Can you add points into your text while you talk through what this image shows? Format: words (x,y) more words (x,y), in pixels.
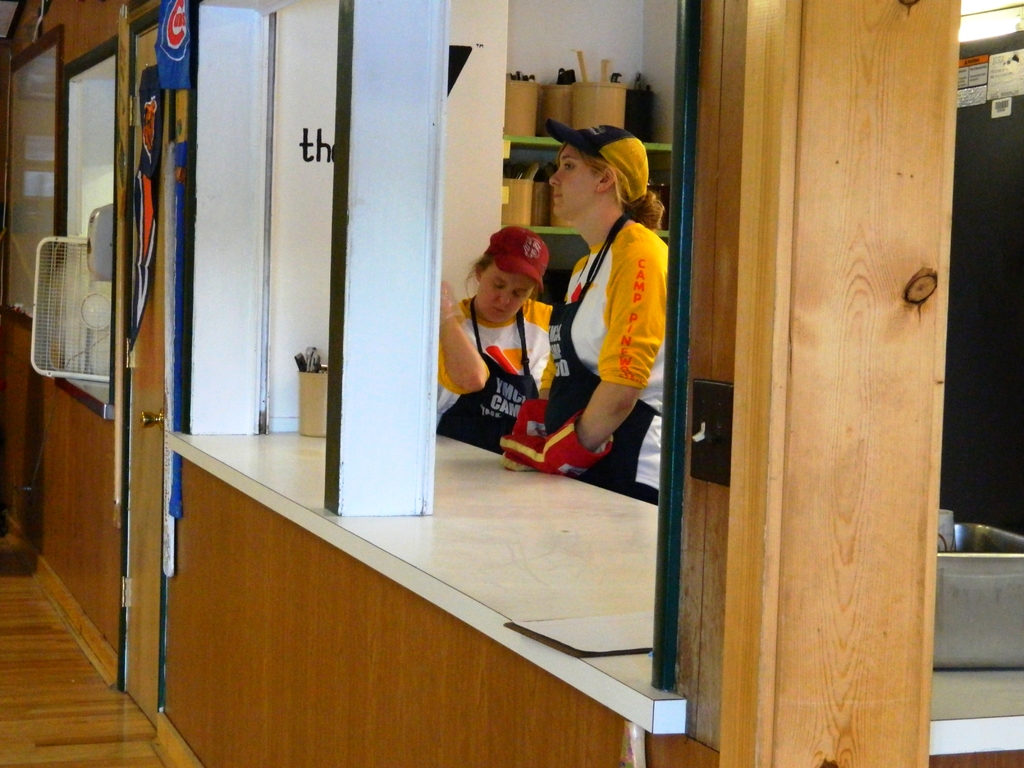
In this image we can see inside of a house (511,657). There are few people (617,348) in the image. There is a fan (68,321) in the image. There are few objects (952,317) at the right side of the image (972,509). There are many objects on the shelves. There are many objects (990,98) in the image.
